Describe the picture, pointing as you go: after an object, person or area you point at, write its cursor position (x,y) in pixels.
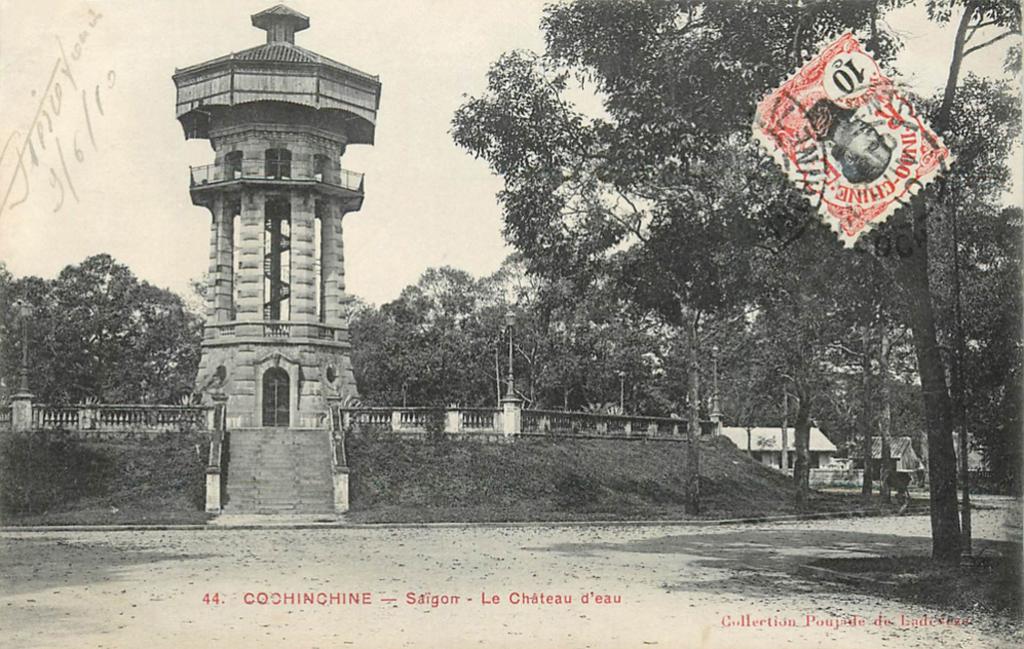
In the picture we can see black and white picture with a stamp (852,75) on it and on the picture we can see a historical construction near it we can see a railing (714,423) and some steps (311,505) and around it we can see trees (160,323) and in the background (185,223) we can see a sky (344,153).
